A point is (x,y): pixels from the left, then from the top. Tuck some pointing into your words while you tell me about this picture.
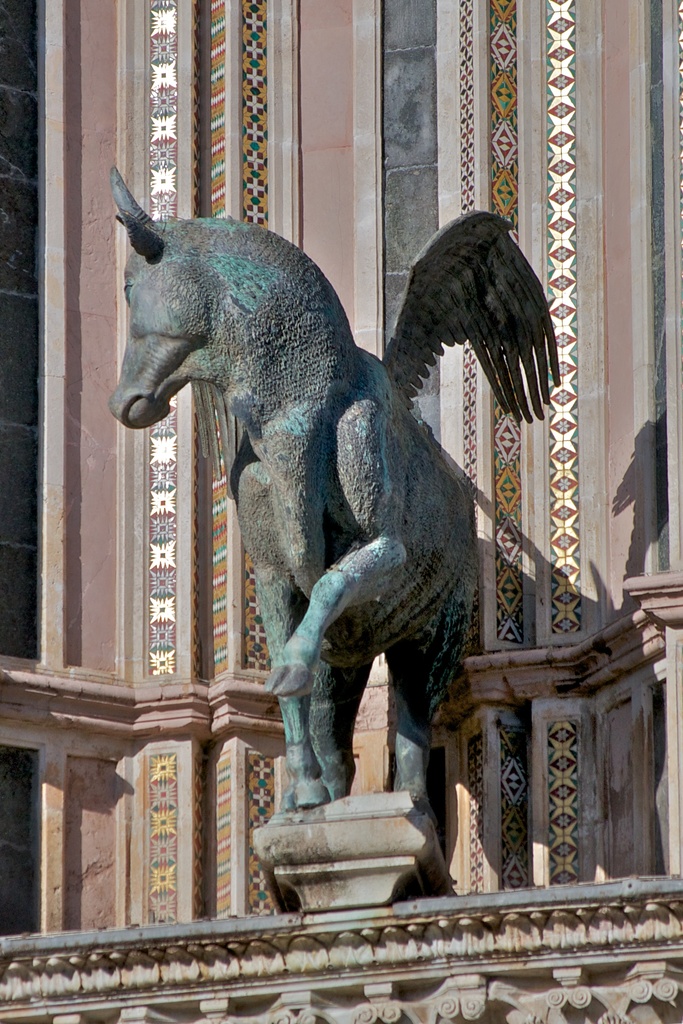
Here we can see a statue (306,500) of a bull (356,407) with wings (438,310) to it on a platform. In the background (211,131) we can see a wall (219,155) and some designs (259,142) on it.
